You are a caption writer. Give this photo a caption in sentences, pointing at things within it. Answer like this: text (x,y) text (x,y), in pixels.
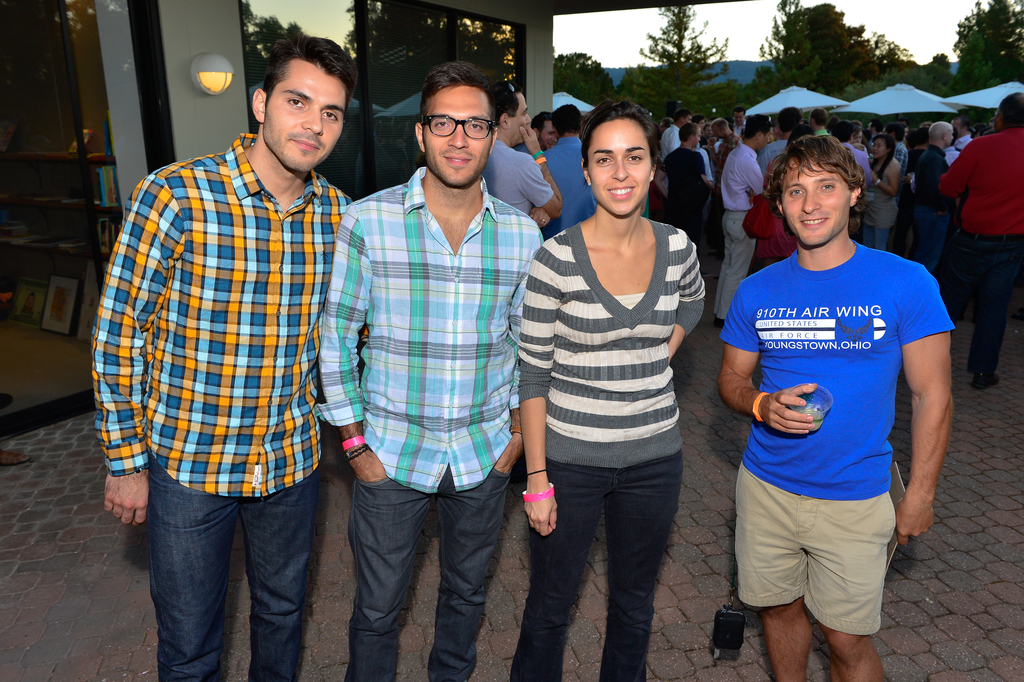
In the image to the left side (246,341) there is a man (249,311) with checks shirt (179,384) and beside him there is another man (365,443) with spectacles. And beside him there is a lady (637,282) with sweatshirt (613,446). And to the right corner (804,315) there is a man (872,398) with blue t-shirt (866,362) is standing and holding the glass (816,400). All the four are standing. To the right side of the image (733,174) behind these people (612,123) there are many people (749,117) in the background (558,134) and also to the top of the image (992,27) there are trees (759,97). To the left side of the image (26,33) there is a room (171,4) with glass door (66,62) and wall (132,166) with a lamp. And also there are windows (258,85) with glass doors (500,49).
